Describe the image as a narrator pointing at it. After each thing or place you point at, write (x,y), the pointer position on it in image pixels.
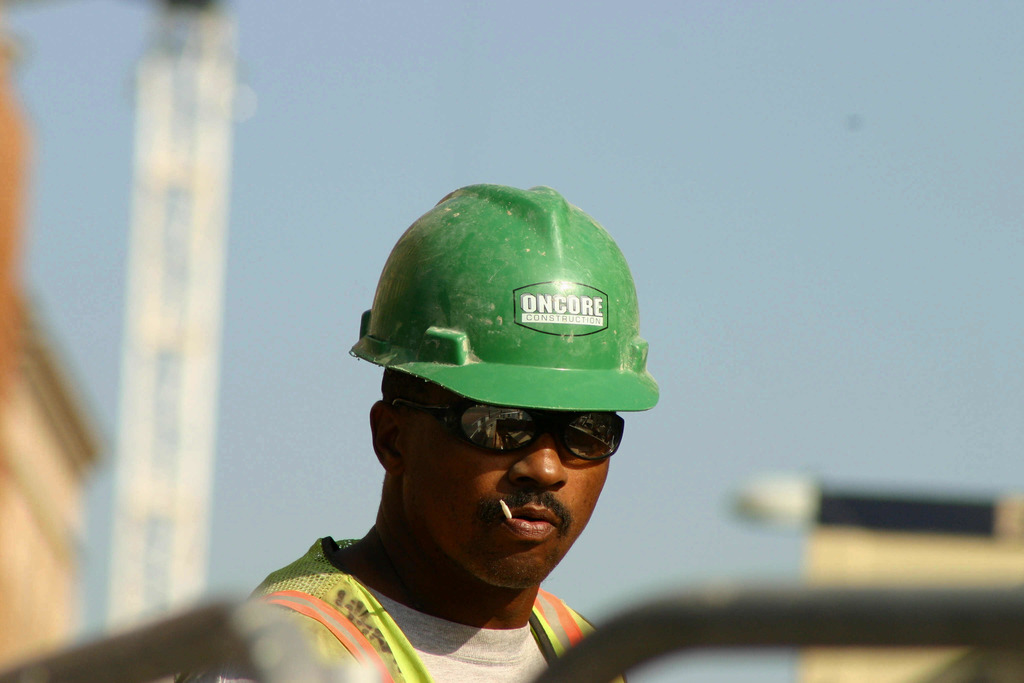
In this picture I can see a person (379,442) wearing spectacles (490,429) and helmet (498,318).
